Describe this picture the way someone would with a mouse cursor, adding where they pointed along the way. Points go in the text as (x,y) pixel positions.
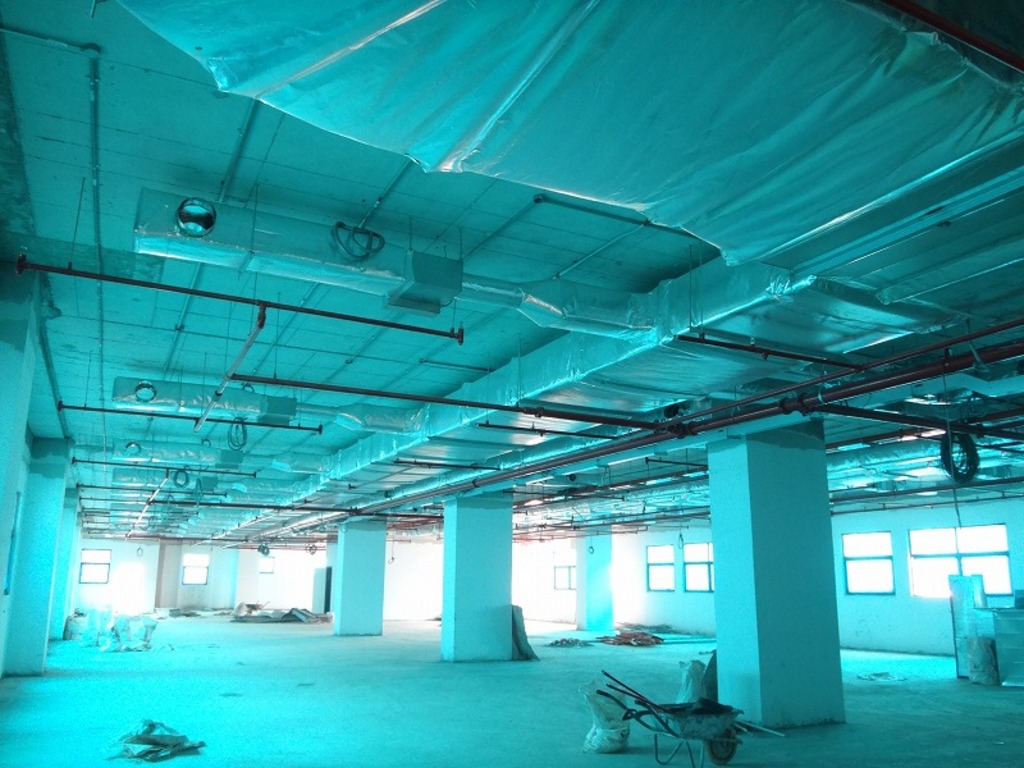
In the image there is a building (494,660) with pillars (368,563) and to the walls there are windows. To the bottom of the image (150,726) there is a floor (628,702) with few items (654,714) on it. And to the top of the image (744,142) there is a roof (526,240) with pillars (359,576), rods (237,472) and ducts (303,512).
